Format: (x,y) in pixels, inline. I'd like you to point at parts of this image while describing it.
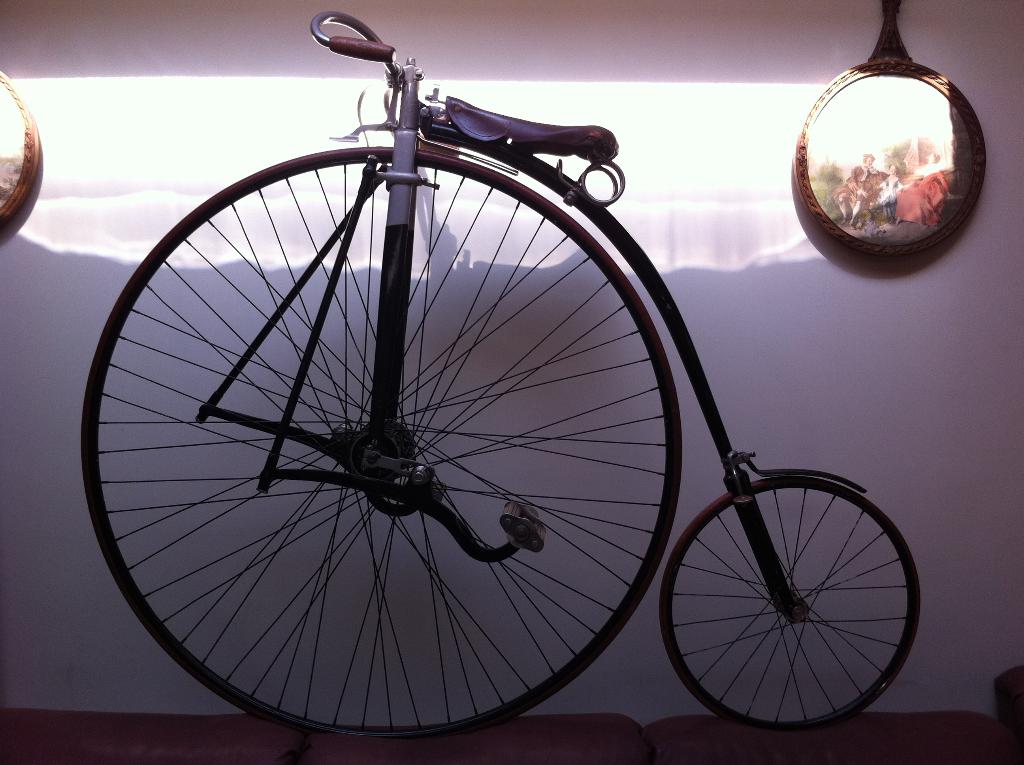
In the center of the image (359,461) we can see a bicycle (582,463). In the background (4,181) there are frames (928,169) placed on the wall (788,226). At the bottom (198,750) there is a cloth (214,751).
